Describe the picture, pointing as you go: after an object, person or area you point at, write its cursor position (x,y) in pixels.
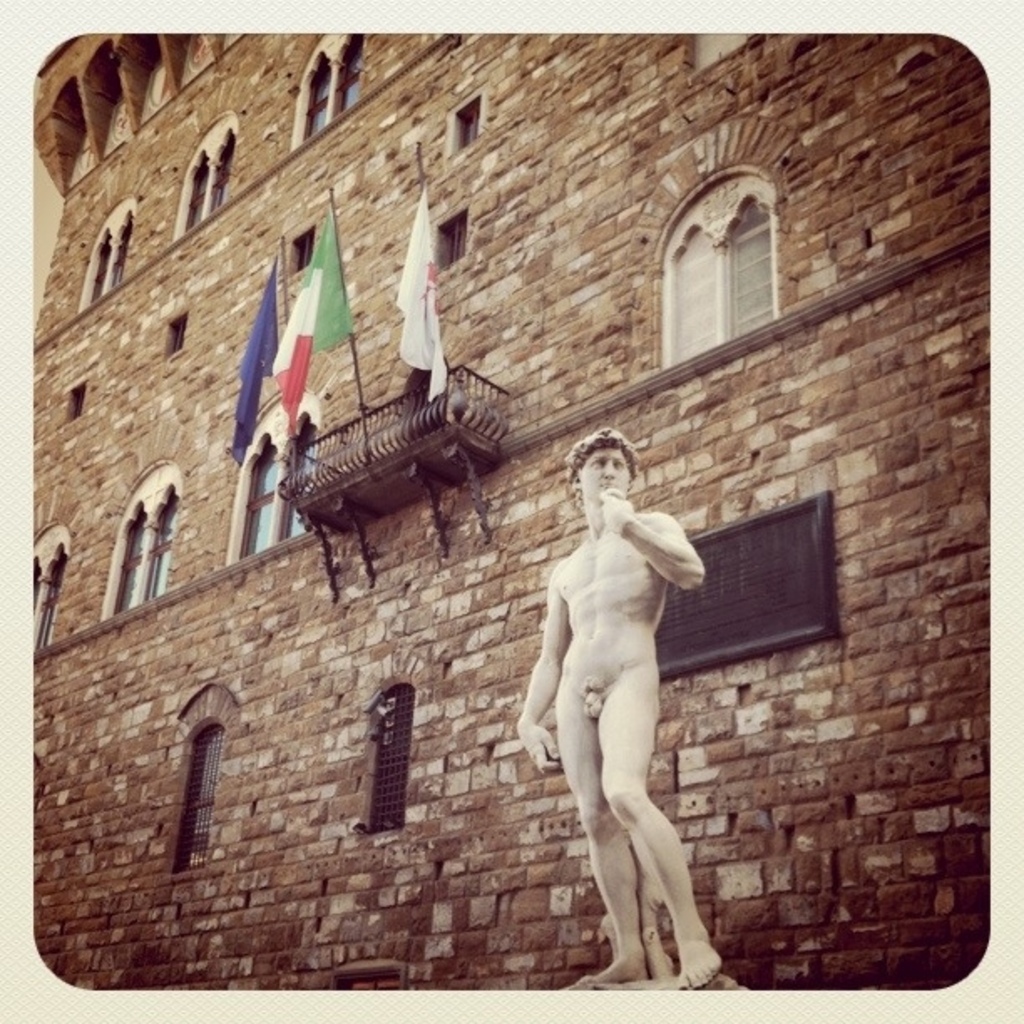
In this picture we can see a statue (620,659) in the front (623,671), in the background (527,306) there is a building (525,323), we can see three flags (416,317), we can also see windows (329,121) of the building (404,177).
